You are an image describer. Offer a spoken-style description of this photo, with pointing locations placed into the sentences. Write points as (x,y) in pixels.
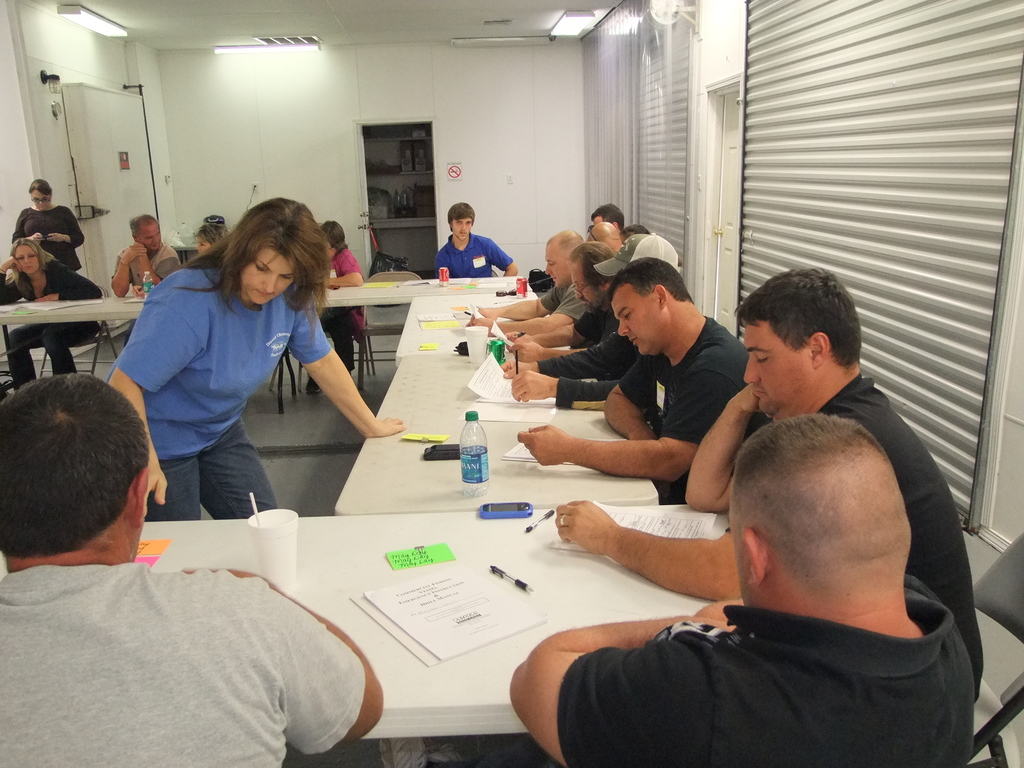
In this image there are tables (346,580), on that table (481,536) there are bottles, papers (445,608), pens (515,578), around the tables (537,496) there are people (772,476) sitting on chairs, in the middle (354,385) there is a lady (185,357) standing, in the background (180,134) there is a wall (469,105) for that wall (353,181) there is a door (390,204), on the right side (918,312) there are shutters (775,114).
